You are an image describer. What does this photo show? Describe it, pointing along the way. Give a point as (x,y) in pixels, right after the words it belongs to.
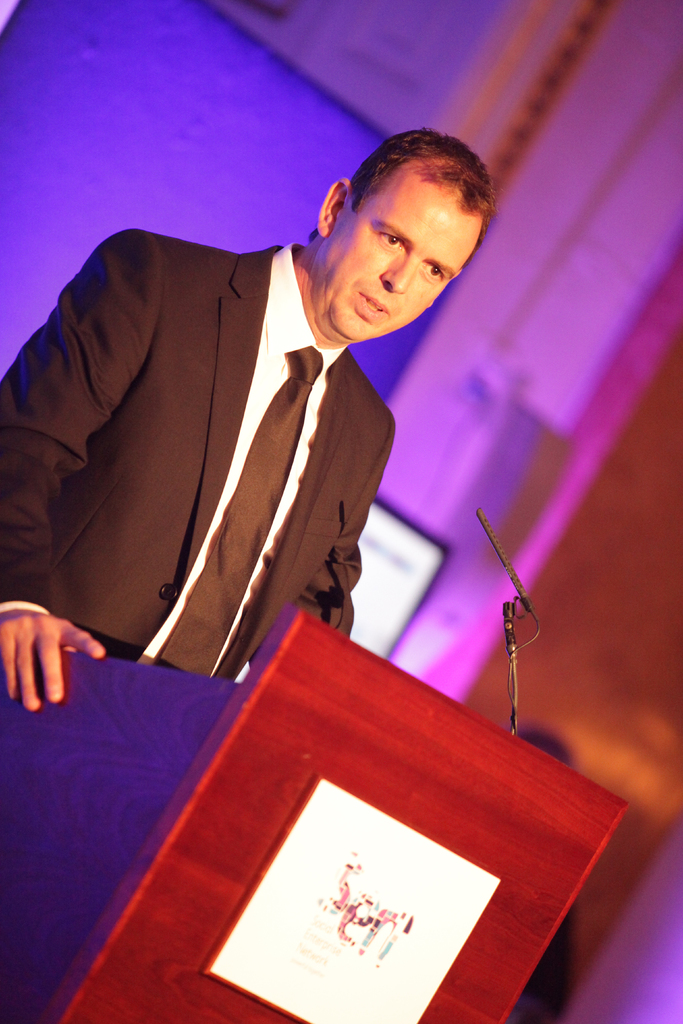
In this image I can see a person (234,380) wearing white shirt (292,341), tie (201,596) and black blazer (132,410) is standing in front of a podium (132,821) which is red in color and I can see a microphone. In the background (135,88) I can see a blue colored surface (189,102) and few other objects (387,588).
